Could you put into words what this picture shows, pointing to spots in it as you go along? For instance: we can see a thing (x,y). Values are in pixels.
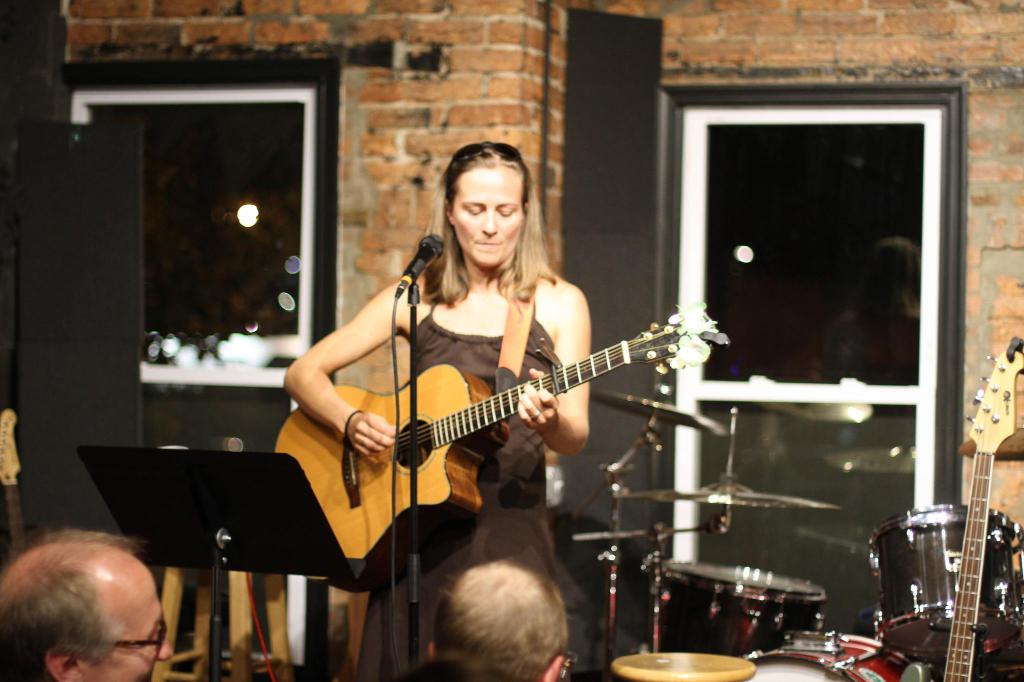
There is a woman (480,260) in this picture standing and playing guitar (423,440) in her hands (375,433) in front of a mic (411,279) and a stand (411,377). Behind her there are some drums (943,567). In the background (795,406) there are windows (791,414) and a wall (437,110) here.
